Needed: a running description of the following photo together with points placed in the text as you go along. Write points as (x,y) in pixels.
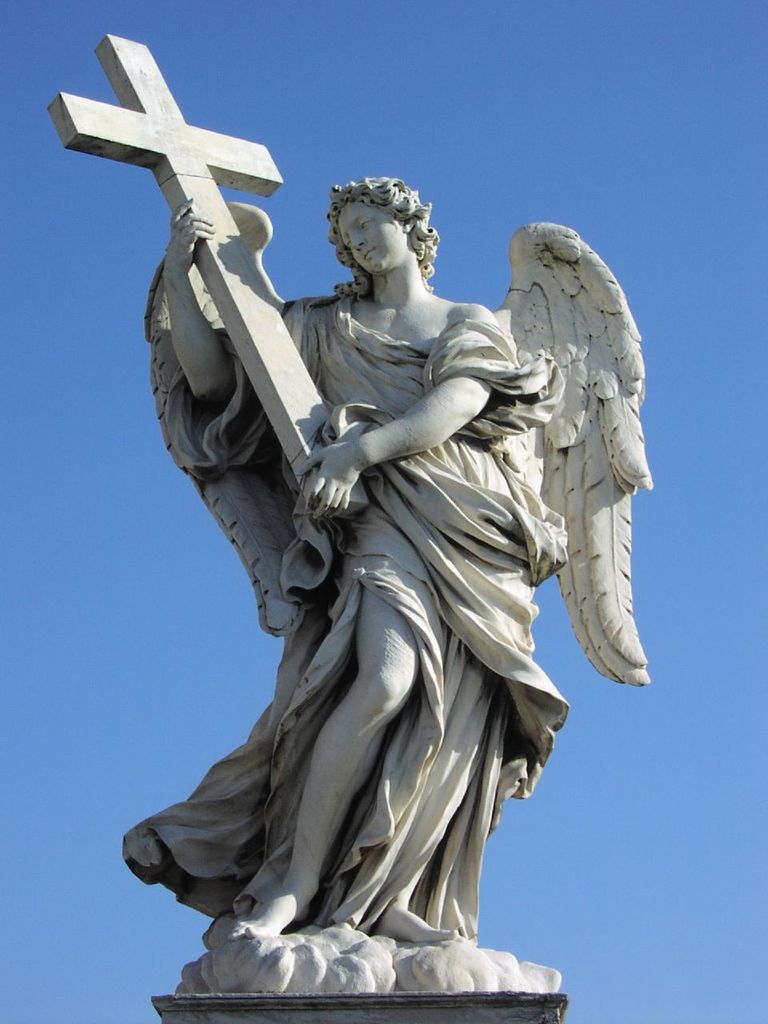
In this image I can see a statue (366,436). It is in white color. The sky (450,115) is in blue color.
